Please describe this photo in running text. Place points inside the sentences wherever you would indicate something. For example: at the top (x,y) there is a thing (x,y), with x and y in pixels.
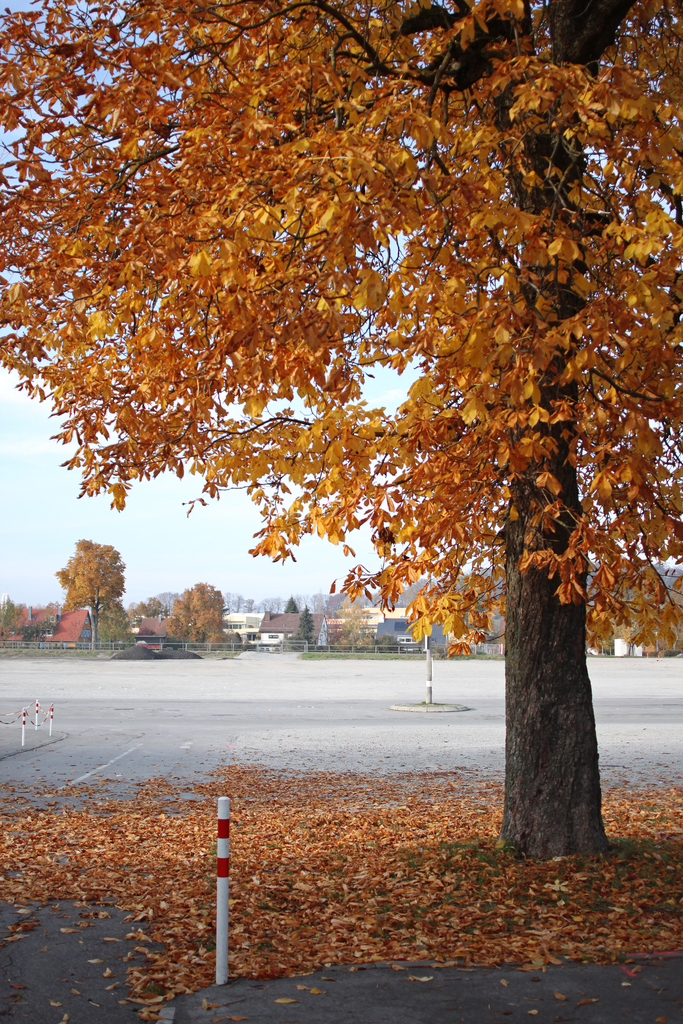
In the image i can see a tree (423,629) on the road (77,752) and in the background (212,566) i can see buildings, trees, sticks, sky (154,536).
